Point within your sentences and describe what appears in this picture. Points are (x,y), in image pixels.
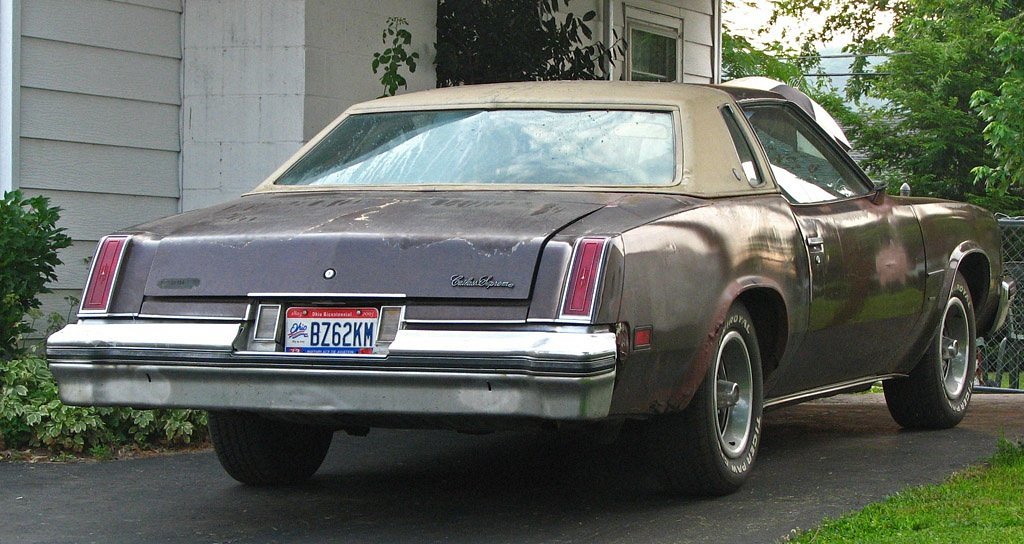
In this image there is a car (736,441), in the background (518,14) there is a house (717,12) and trees (1005,124).
